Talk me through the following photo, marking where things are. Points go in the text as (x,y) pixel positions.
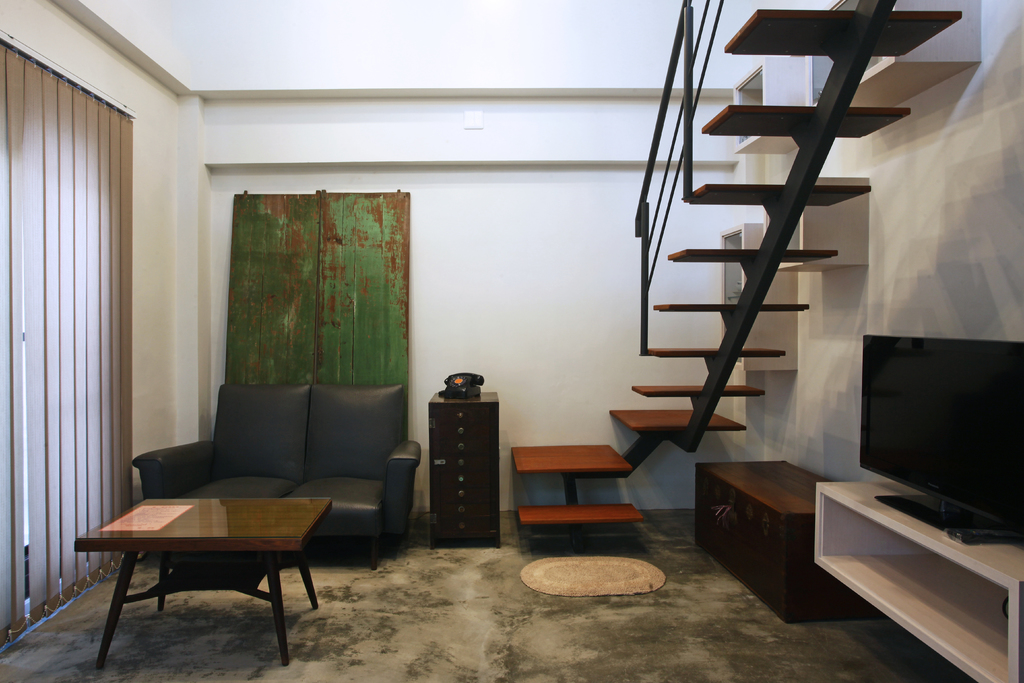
In this image I can see a sofa (391,406), a telephone (470,387) and a television (891,376). I can also see stairs (767,41) and a table (216,542).
